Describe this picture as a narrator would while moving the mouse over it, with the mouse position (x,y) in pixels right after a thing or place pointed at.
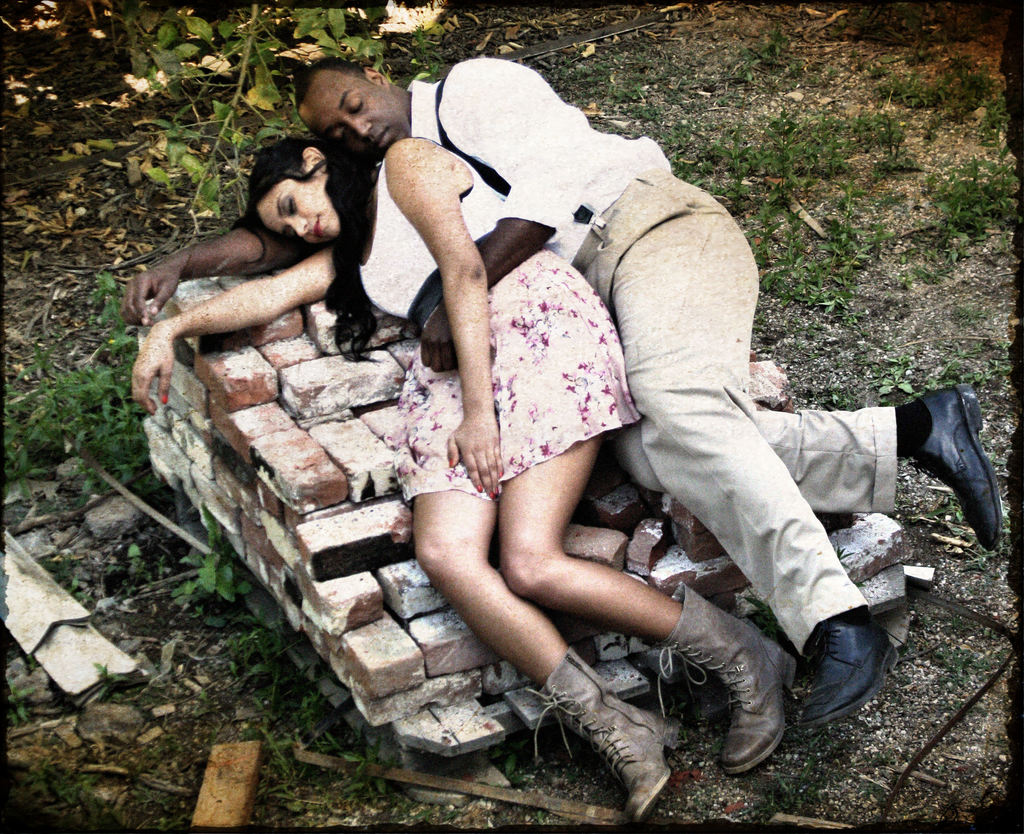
In this image we can see a man (662,467) and a woman (487,292) lying on the bricks (497,550). We can also see the dried leaves (118,171) and grass (947,214) on the ground (911,257) and the image has black borders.
